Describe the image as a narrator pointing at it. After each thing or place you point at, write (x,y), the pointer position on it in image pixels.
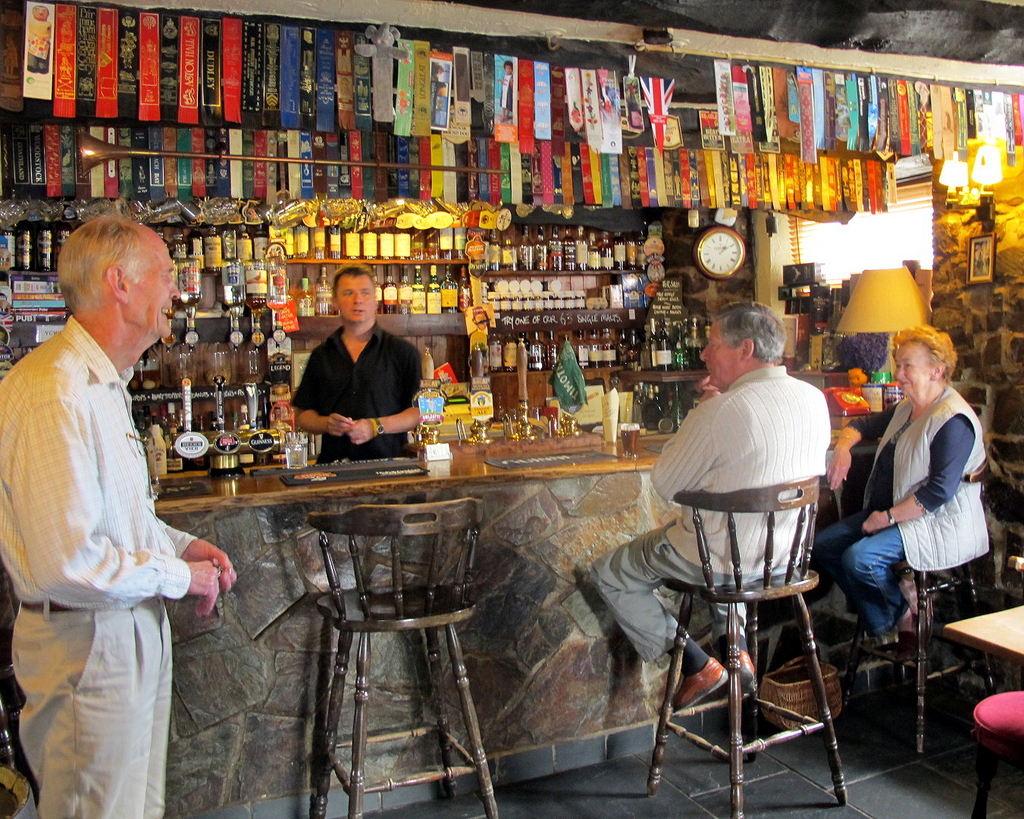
The picture is from a bar (391,221). On the left (70,364) there is a man (98,448) standing. In the foreground (373,563) there are chairs (332,713). On the right (945,430) there are two persons (892,462) sitting in chairs (816,498). In the background (379,227) there are racks (568,280), in the racks (616,314) there are liquor bottles (272,286). On the right top (709,261) there is a clock (722,262) and a window (856,218). On the top (145,108) there are ribbons (539,85) attached to the ceiling (622,47).
